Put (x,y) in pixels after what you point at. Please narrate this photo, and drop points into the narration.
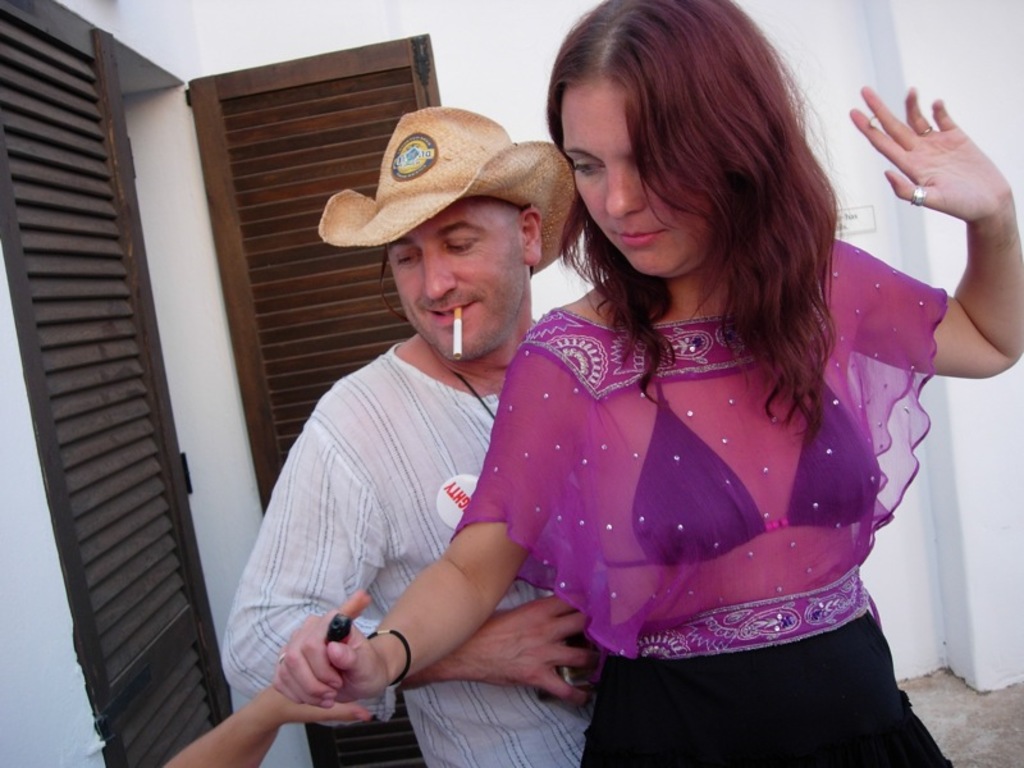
This image consists of two persons (401,611). In the front (724,510), there is a woman (750,553). She is wearing a pink and black dress (615,566). Behind her, there is a man (408,486) wearing a hat (421,188). In the background (242,46), we can see two doors (214,120) along with a wall (477,33).
